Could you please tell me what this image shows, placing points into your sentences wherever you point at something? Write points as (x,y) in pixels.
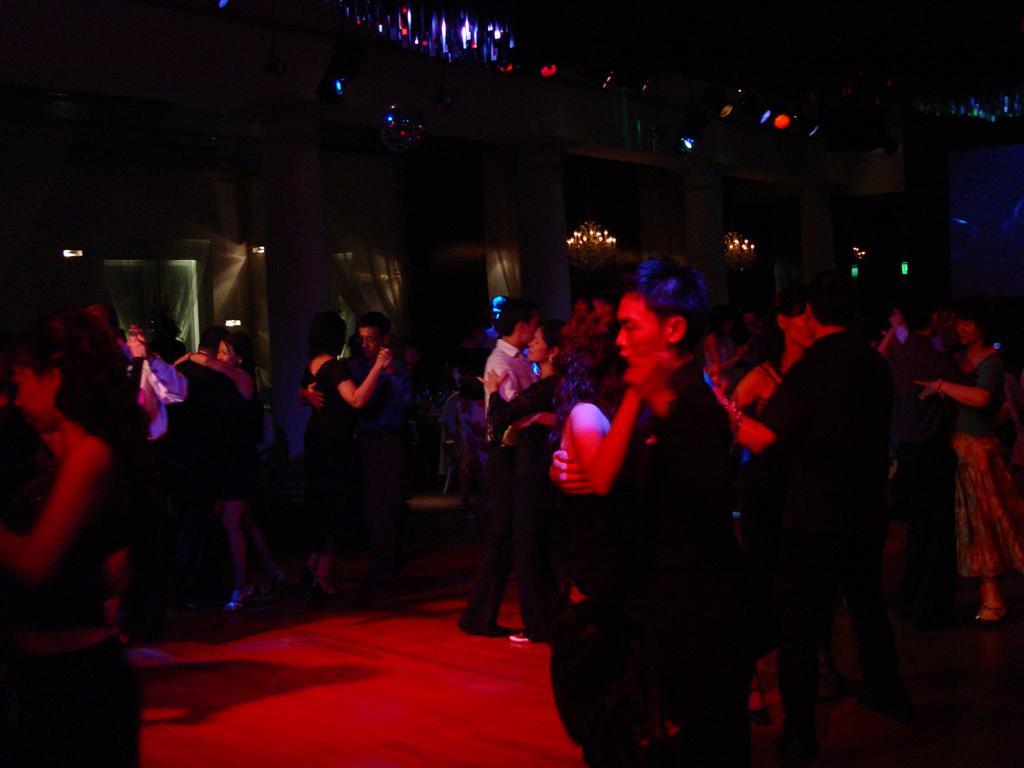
In this image there are group of people (1002,522) dancing on the dance floor (928,685), and at the background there are chandeliers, lights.
